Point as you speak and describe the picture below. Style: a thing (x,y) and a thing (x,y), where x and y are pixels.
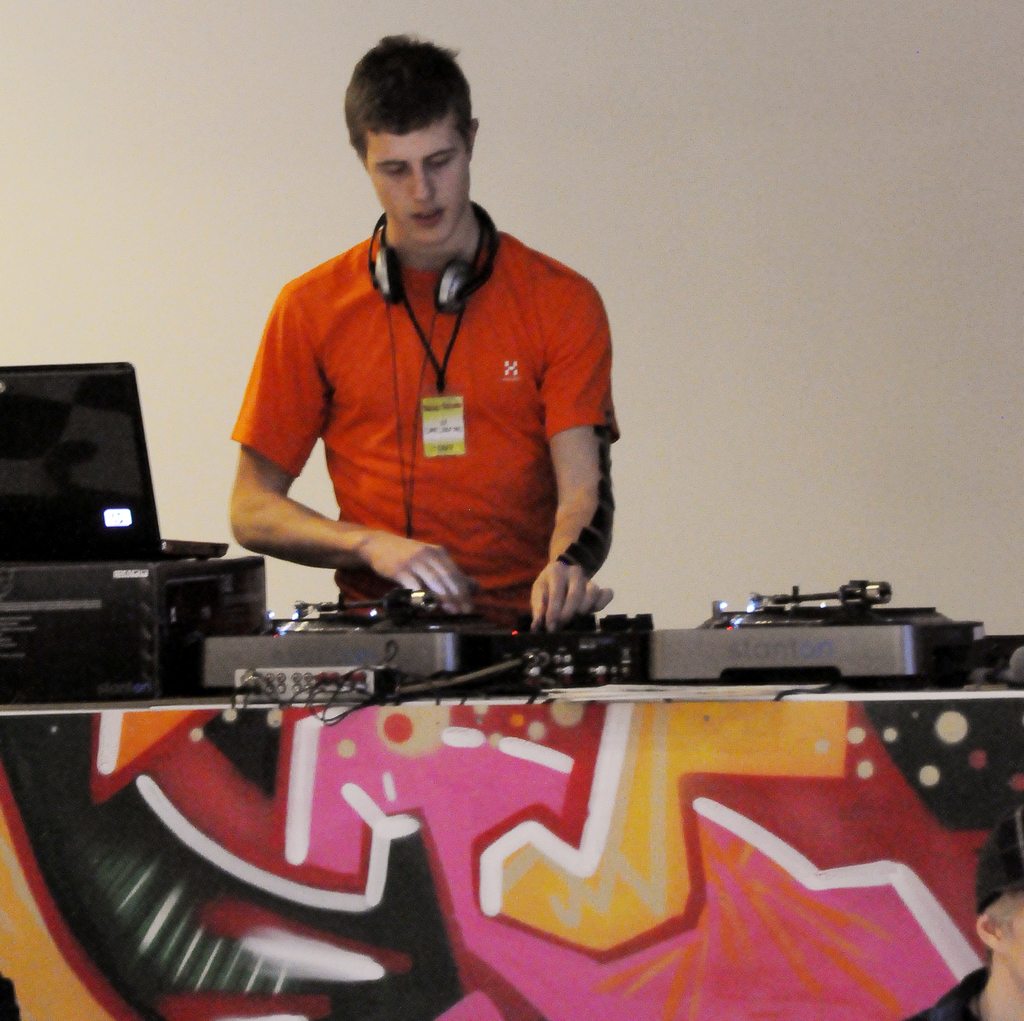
In this image we can see a man (511,354) wearing the headset (470,283) standing beside a table (420,791) containing a laptop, wires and some devices (527,676) on it. On the backside (811,369) we can see a wall (806,397). At the bottom right (1004,1004) we can see a person (992,927).
